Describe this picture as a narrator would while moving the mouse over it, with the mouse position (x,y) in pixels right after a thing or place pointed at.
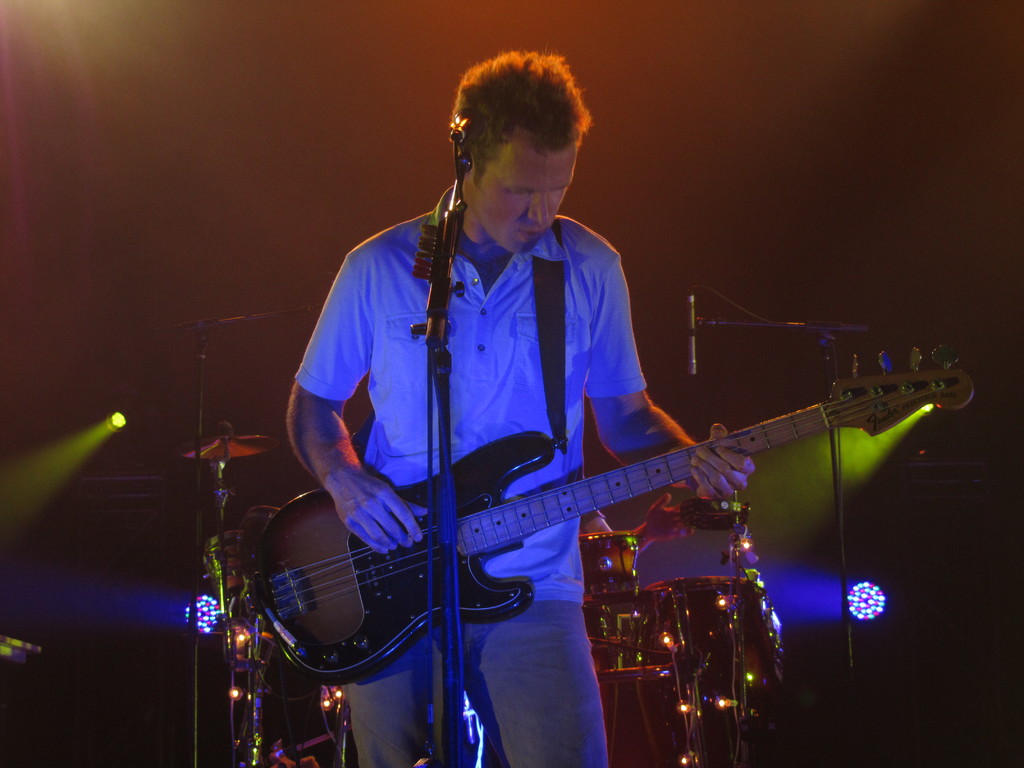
In this image I can see a man (552,547) is playing a guitar (425,555) in front of a microphone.
